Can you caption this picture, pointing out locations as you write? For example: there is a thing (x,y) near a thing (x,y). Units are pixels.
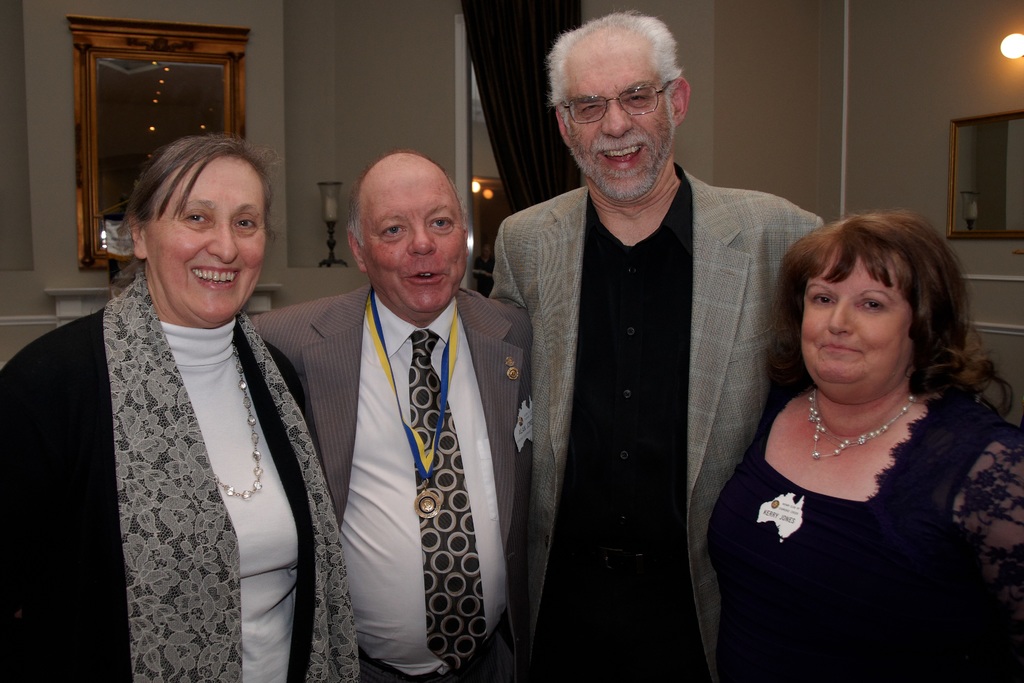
In this image I can see group of people (70,398) stand, in front (629,393) the person (649,421) is wearing gray blazer (691,481), black shirt (621,381) and the person (414,385) at left (299,375) wearing gray blazer (493,372), white shirt (401,392) and black color tie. Background (144,135) I can see a mirror (158,132) attached to the wall (58,116) and the wall (43,114) is in gray color, I can also see a black color curtain (528,108).
